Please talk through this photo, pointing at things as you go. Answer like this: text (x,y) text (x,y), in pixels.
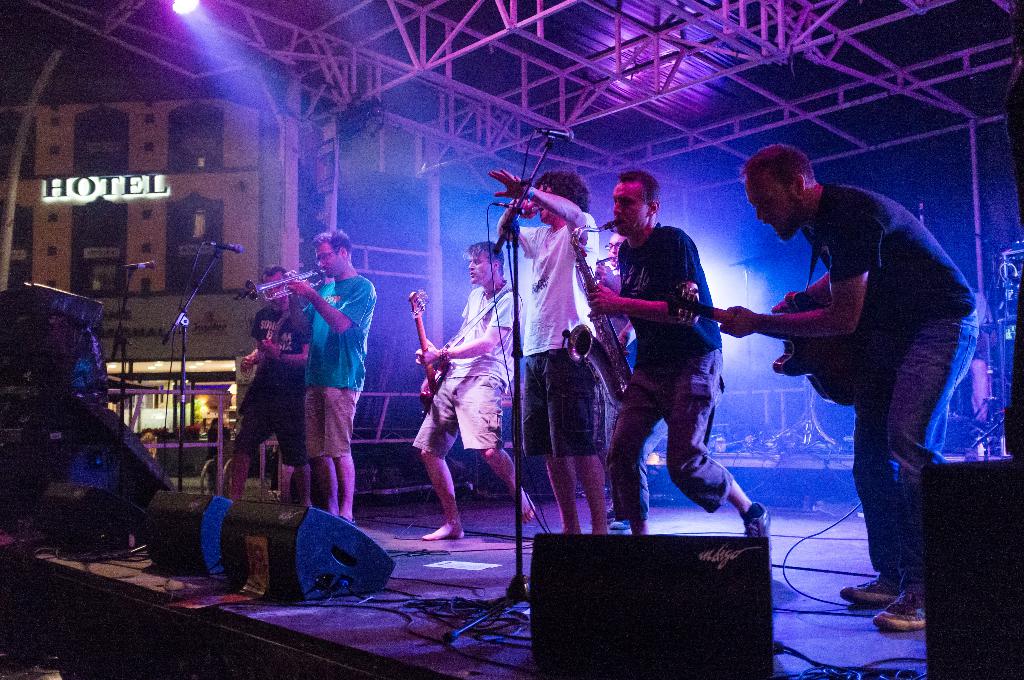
In this image I can see a group of people (483,314) are playing musical instruments (593,359) on the stage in front of a microphone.
